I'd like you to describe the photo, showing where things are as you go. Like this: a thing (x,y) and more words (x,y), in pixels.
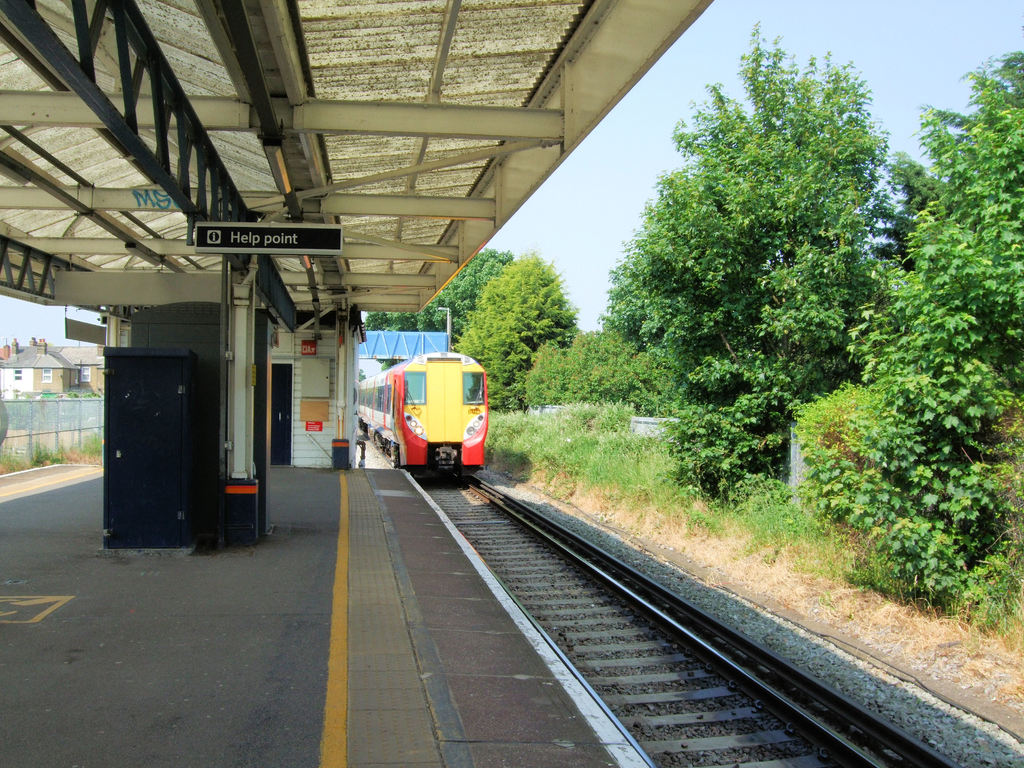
In this image we can see a train (389,386) on the track (591,613). We can also see a booth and a board (229,247) with some text (254,237) under a roof (371,151). We can also see some plants (797,541), a group of trees (814,462), a fence (66,421), some houses (64,377) and the sky (624,193) which looks clear.
